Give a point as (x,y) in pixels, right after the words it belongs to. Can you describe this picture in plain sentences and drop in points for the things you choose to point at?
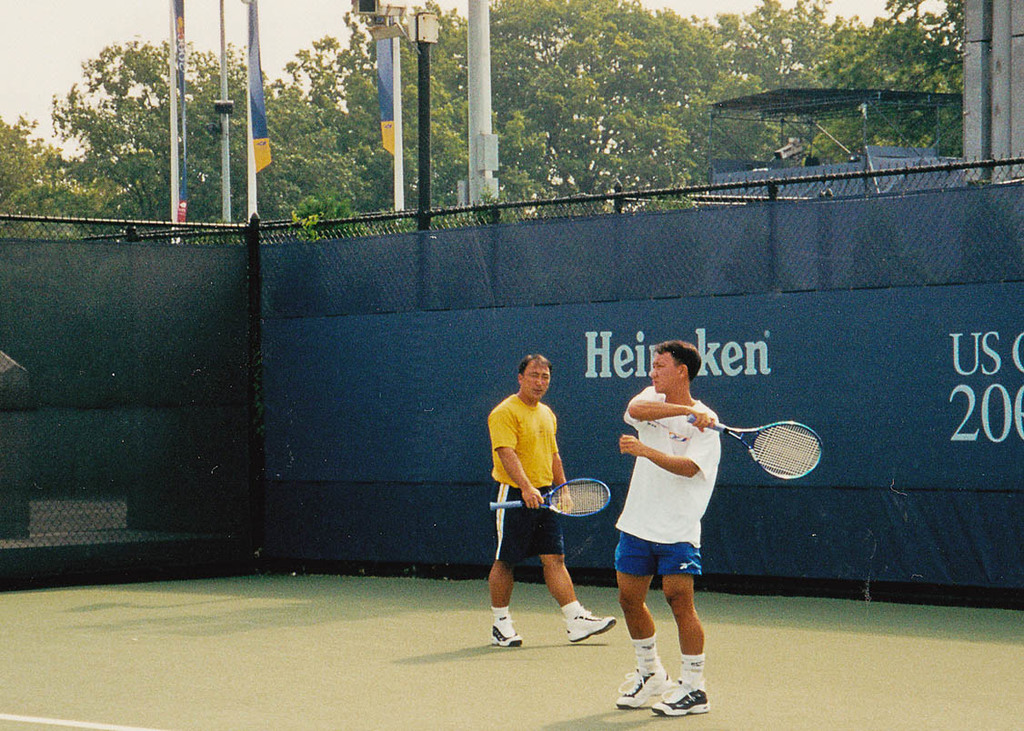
In this picture there are two person (659,523) and both of them holding a racket (777,459). Left person (533,439) wears a yellow t-shirt (542,438) and right person (673,505) wears a white t-shirt (670,506). On the backside (741,346) we can see a fencing (885,304). There is a group of trees (587,78). Here it's a camera (382,13) and street light (428,107). There is a flag (259,125). And here its a building (1005,74).
